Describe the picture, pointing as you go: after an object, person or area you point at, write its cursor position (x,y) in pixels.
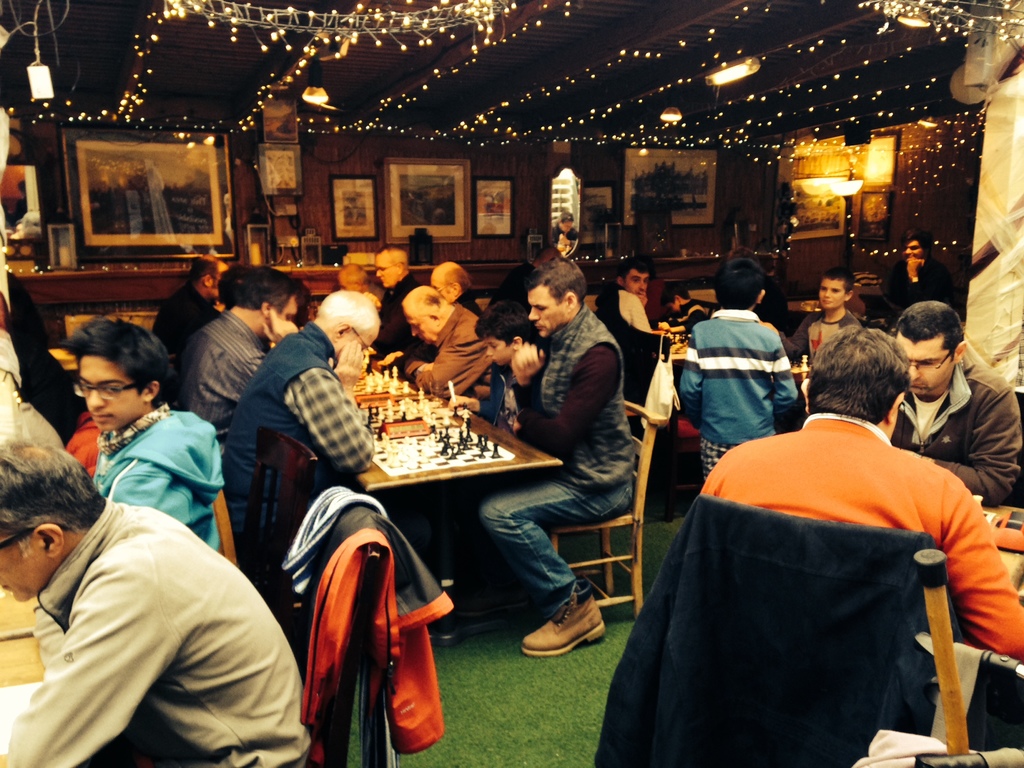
This is a picture of a room (629,263), where a chess competition is being conducted. In the background (698,205) on the wall (723,188) there are many frames (449,207), lights (852,180). On the left (272,608) there are many chairs (248,528) and tables (16,641) and few persons (159,574) sitting. In the center of the picture (469,472) there are tables (480,464) and chess boards (405,445).
